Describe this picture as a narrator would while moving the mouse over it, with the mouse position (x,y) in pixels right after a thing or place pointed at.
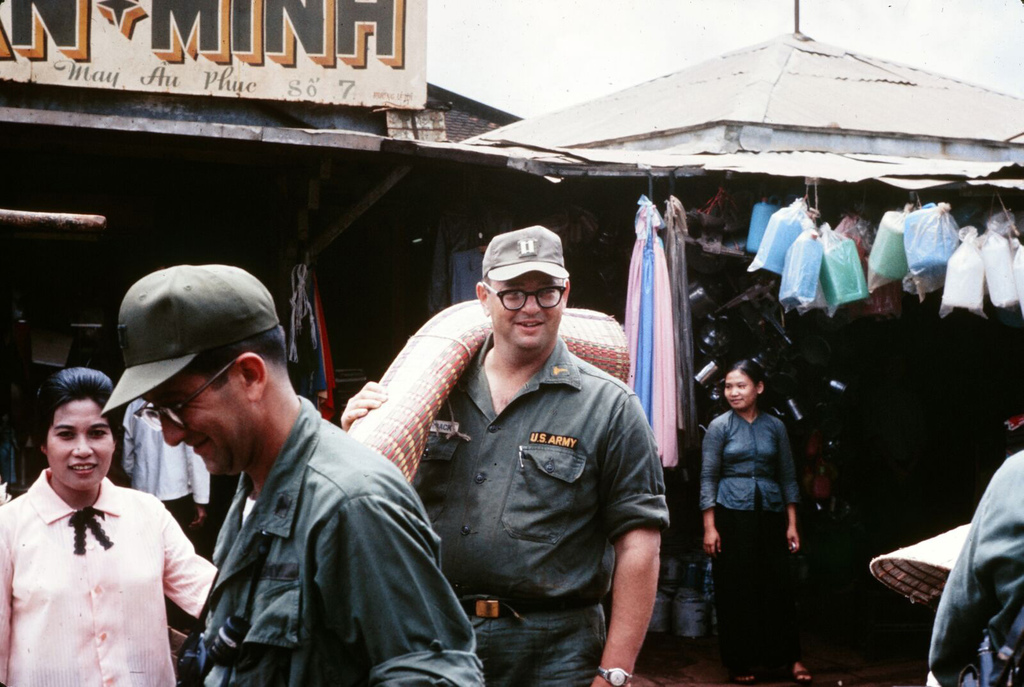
In the background (210,131) we can see the stores (193,131) and a board (186,11). In this picture we can see the objects (787,228) and few objects (773,232) are hanging with the help of ropes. We can see the people (538,306). We can see a man (512,320) carrying an object (445,348) on his shoulder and holding it with his hand (379,405). He is smiling.
